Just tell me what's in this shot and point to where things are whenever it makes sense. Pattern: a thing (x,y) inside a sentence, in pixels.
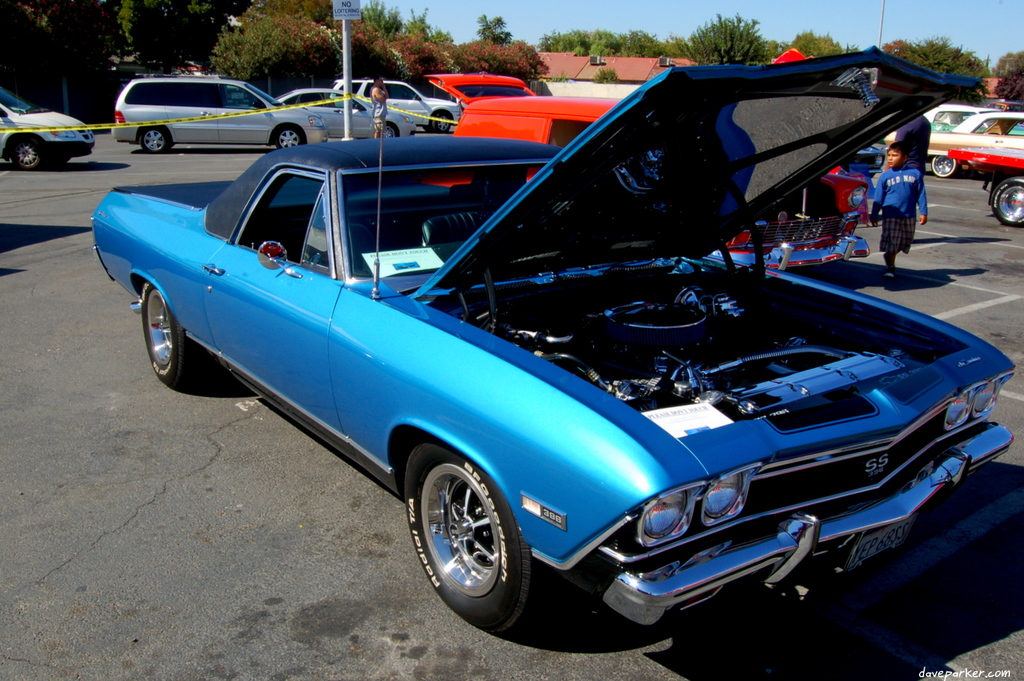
In this picture there is a car (331,316) in the center of the image (492,378) and there are cars (207,81), houses (988,90), and trees (569,38) in the background area of the image (334,70) and there is a pole (352,93) at the top side of the image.
